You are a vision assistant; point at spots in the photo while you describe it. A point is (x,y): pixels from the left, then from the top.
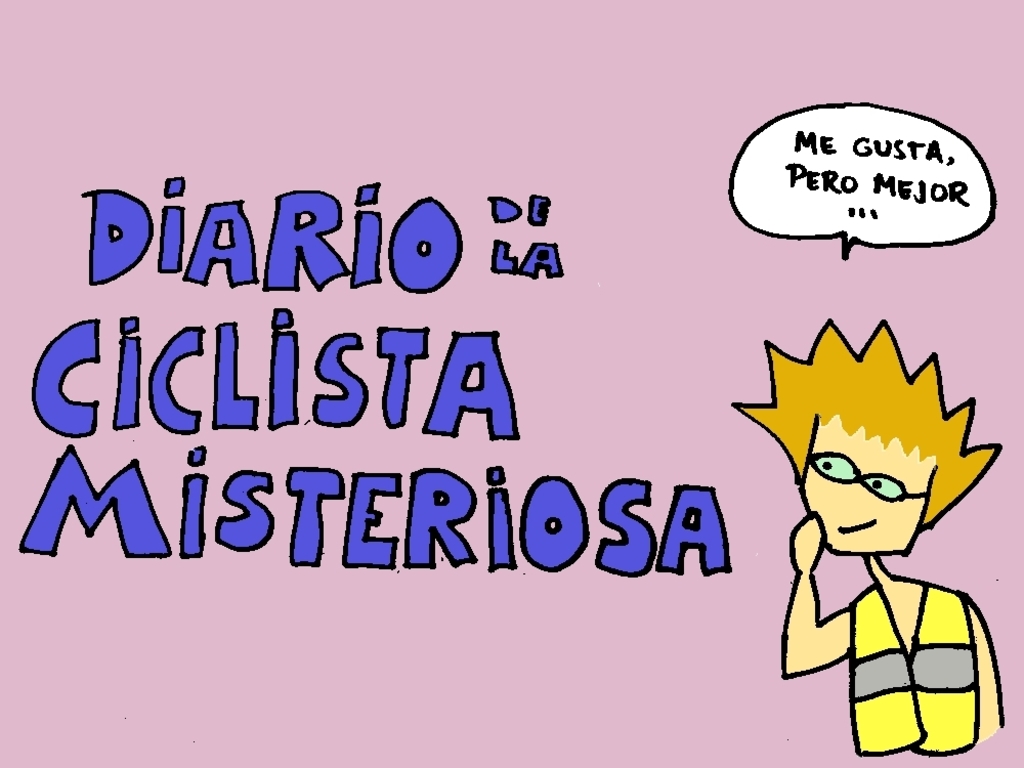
In this image, we can see a cartoon picture (806,469) and some text (385,505) on the paper (56,167).
